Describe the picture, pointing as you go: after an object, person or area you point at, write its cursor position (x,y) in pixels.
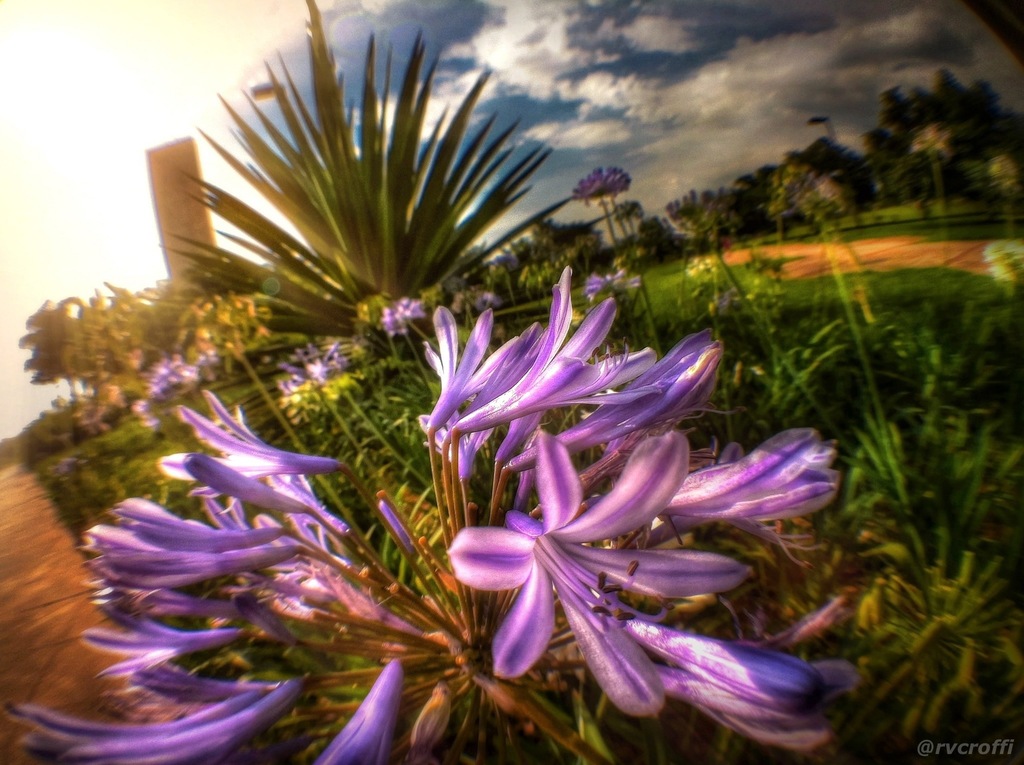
In this image there are flowers (533,641) in the background (956,158), there are trees (810,168) and a sky (677,17), in the bottom right (997,753) there is a text (961,756).
